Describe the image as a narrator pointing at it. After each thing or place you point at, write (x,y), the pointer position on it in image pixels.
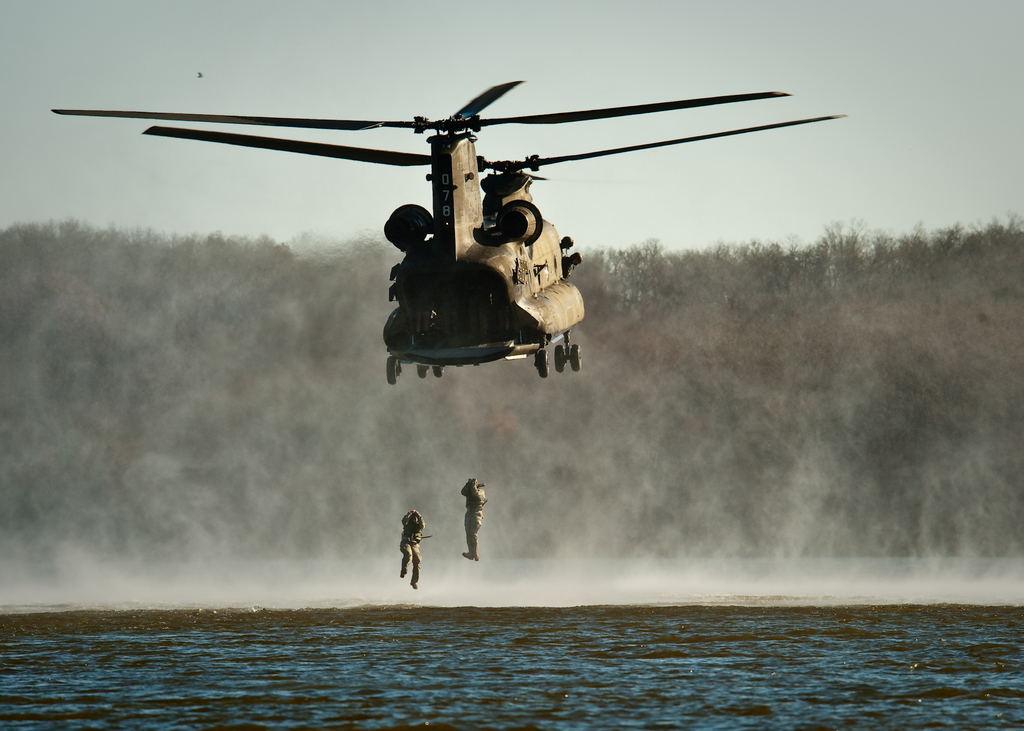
In this image I can see an aircraft (474,276) which is in the air (386,453). I can also see two people (465,524) are in the air (435,504). At the down I can see the water (202,665). In the background (308,363) there are many trees (180,393) and the sky (624,19).
